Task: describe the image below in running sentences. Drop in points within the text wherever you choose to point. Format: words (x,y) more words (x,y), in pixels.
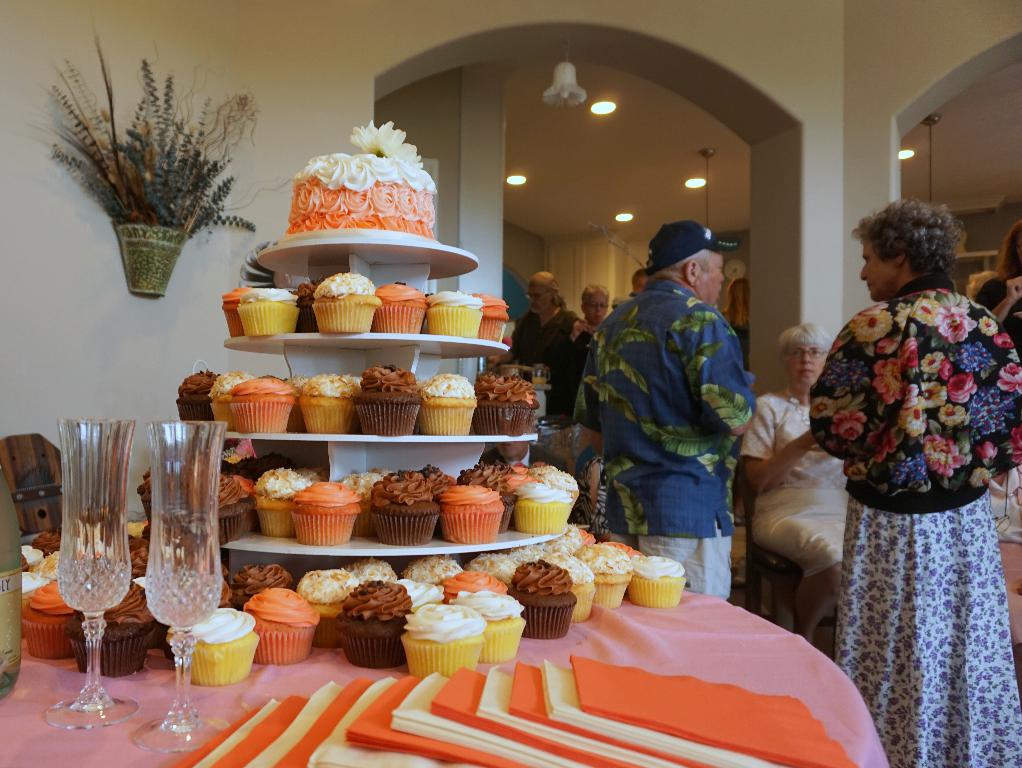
In this image in the foreground (282,666) there is one table (729,659), on the table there are some cupcakes (350,570) and glasses (177,565). In the background (629,439) there are some people (796,381) who are standing and some of them are sitting and also there are some pillars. On the top (638,156) there is ceiling (668,108) and some lights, on the left side (63,289) there is a wall (117,350). On the wall (116,363) there is one basket (152,264).
